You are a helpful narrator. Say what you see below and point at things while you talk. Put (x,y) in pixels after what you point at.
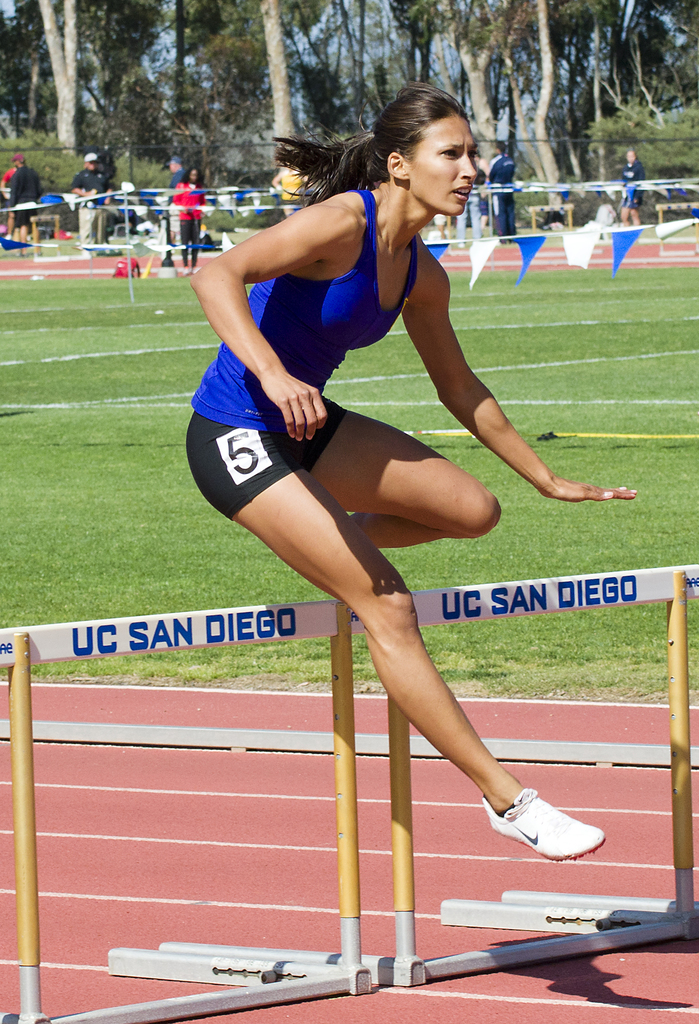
In this image I can see a woman (436,171) jumping in the center of the image (455,507). I can see a metal object (225,625) in a stadium (105,422) at the top of the image (288,46) I can see trees (354,46) and some people (11,228) standing behind.
